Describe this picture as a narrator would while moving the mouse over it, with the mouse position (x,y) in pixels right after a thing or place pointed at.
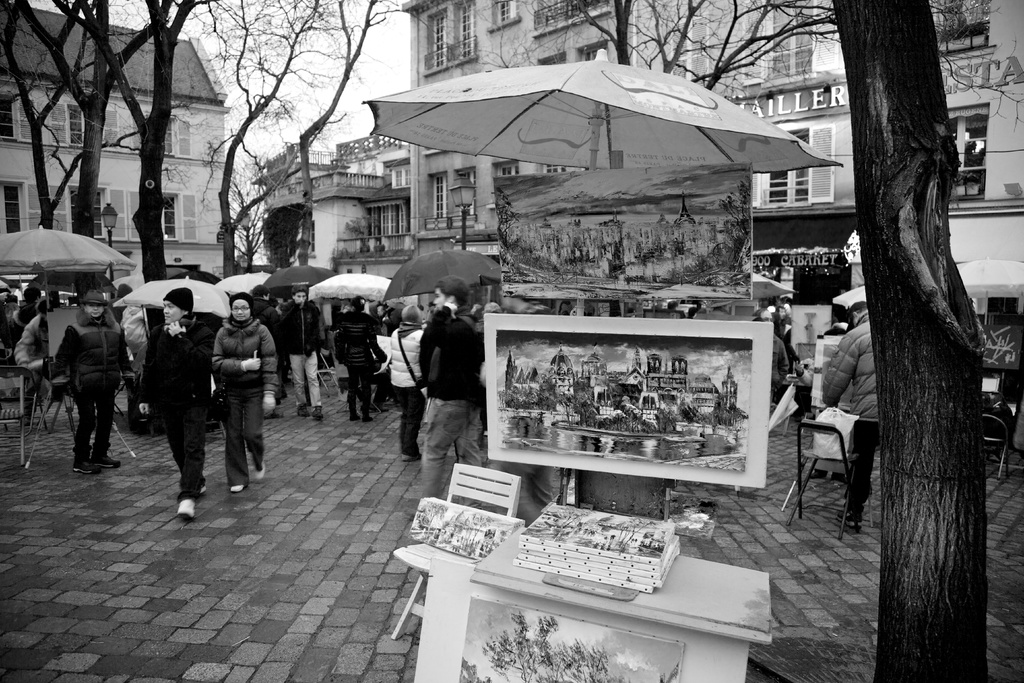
In this picture I can see the table (665,603) and a stand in front (620,216), on which there are paintings (524,419) and I can see an umbrella (455,113) and a chair (470,473) near to the table (518,577). In the background (369,386) I can see number of people (24,332) on the path (336,498) and I see that few of them are holding umbrellas (226,296) and I can see the trees (150,151), building (204,151) and the sky (310,66). On the right building (789,114) I can see something is written.
